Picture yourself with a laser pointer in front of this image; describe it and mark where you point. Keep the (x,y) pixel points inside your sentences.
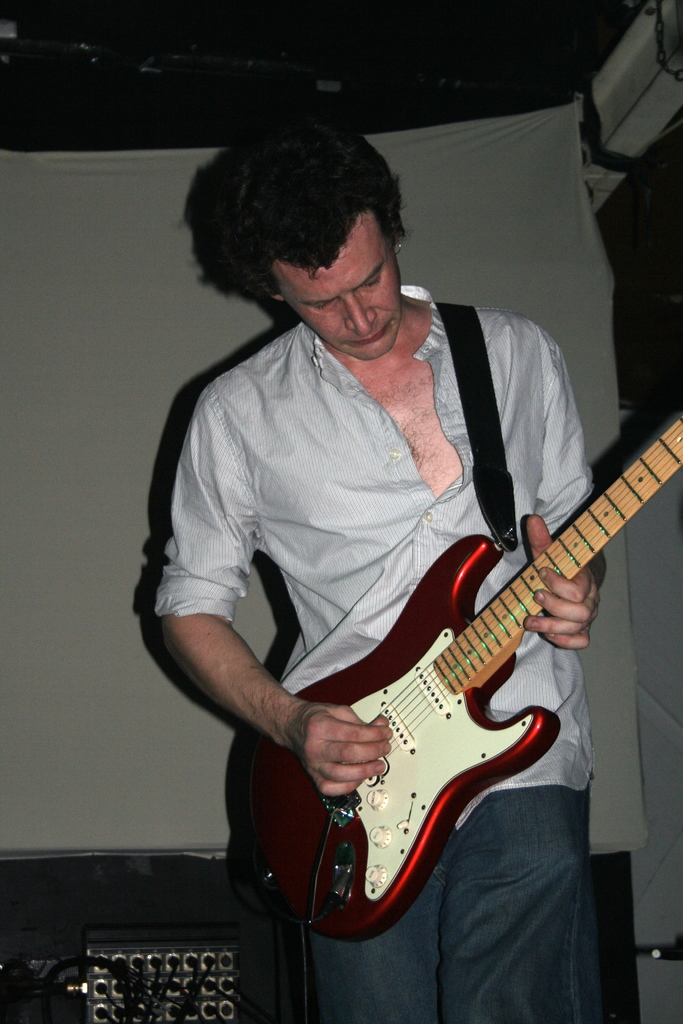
In this image I can see a man (376,543) is standing and holding a guitar (344,923). I can see he is wearing a shirt (371,473).
